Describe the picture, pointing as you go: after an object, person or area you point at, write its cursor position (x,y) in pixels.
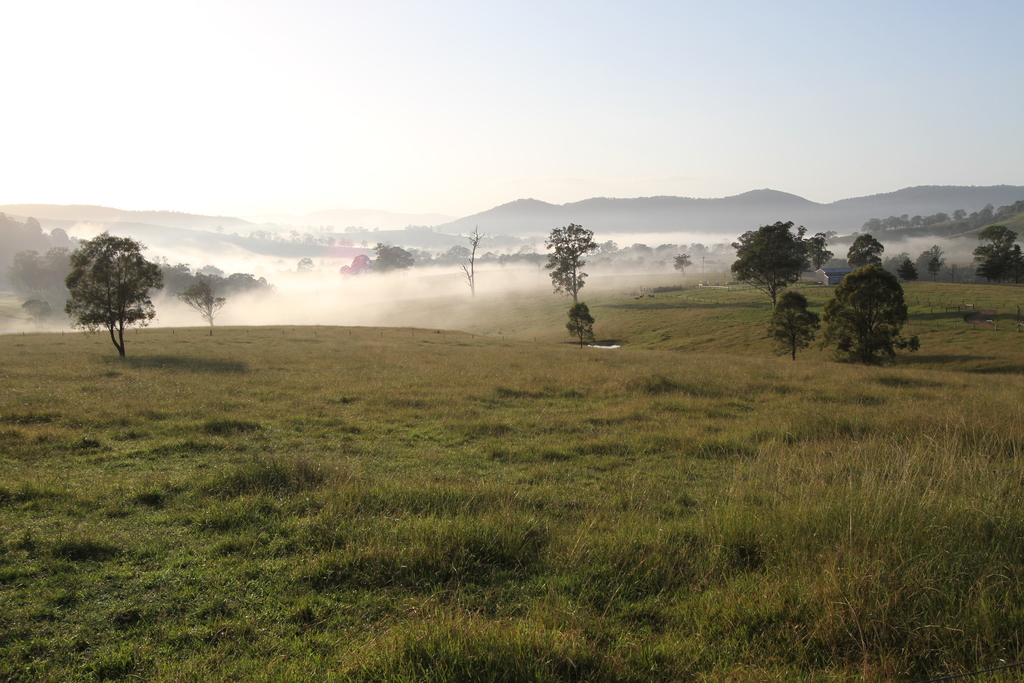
In this image there are trees (870,332), hills (830,214), building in the background (391,268). In the foreground (286,520) there are grasses (283,547).
